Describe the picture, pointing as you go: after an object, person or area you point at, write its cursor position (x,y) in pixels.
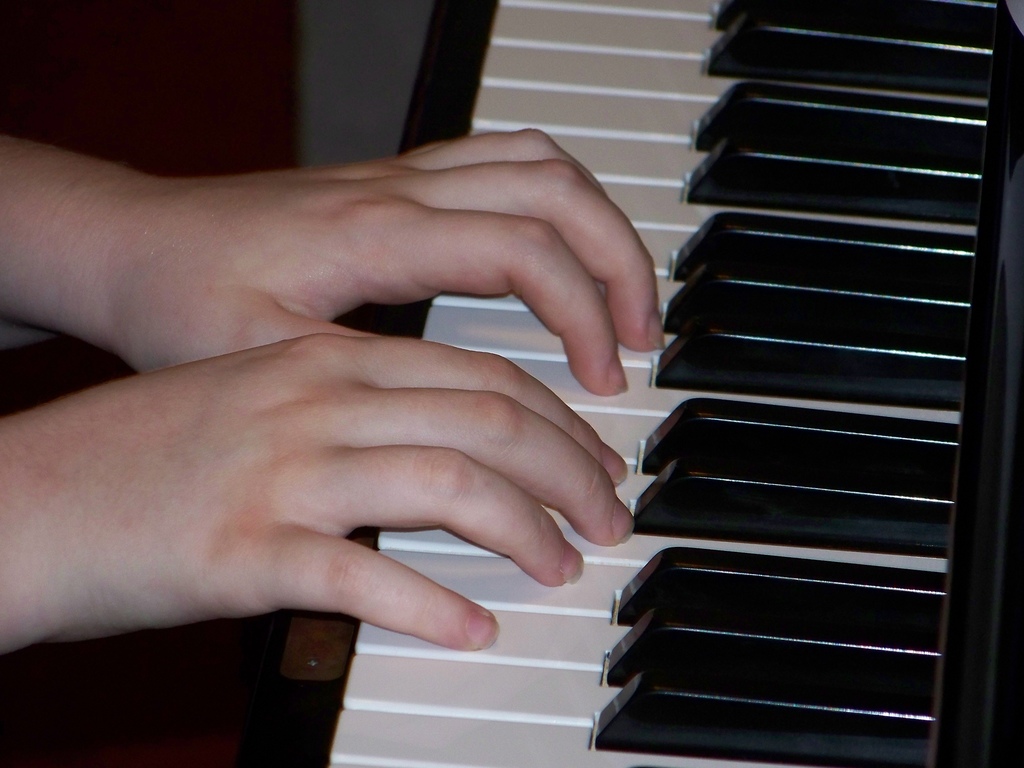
In this picture a person (112,234) is playing piano (702,56). On the right side of the picture (882,84) it is piano (760,358). On the left (174,221) there are hands (281,369) on the piano (887,47).
